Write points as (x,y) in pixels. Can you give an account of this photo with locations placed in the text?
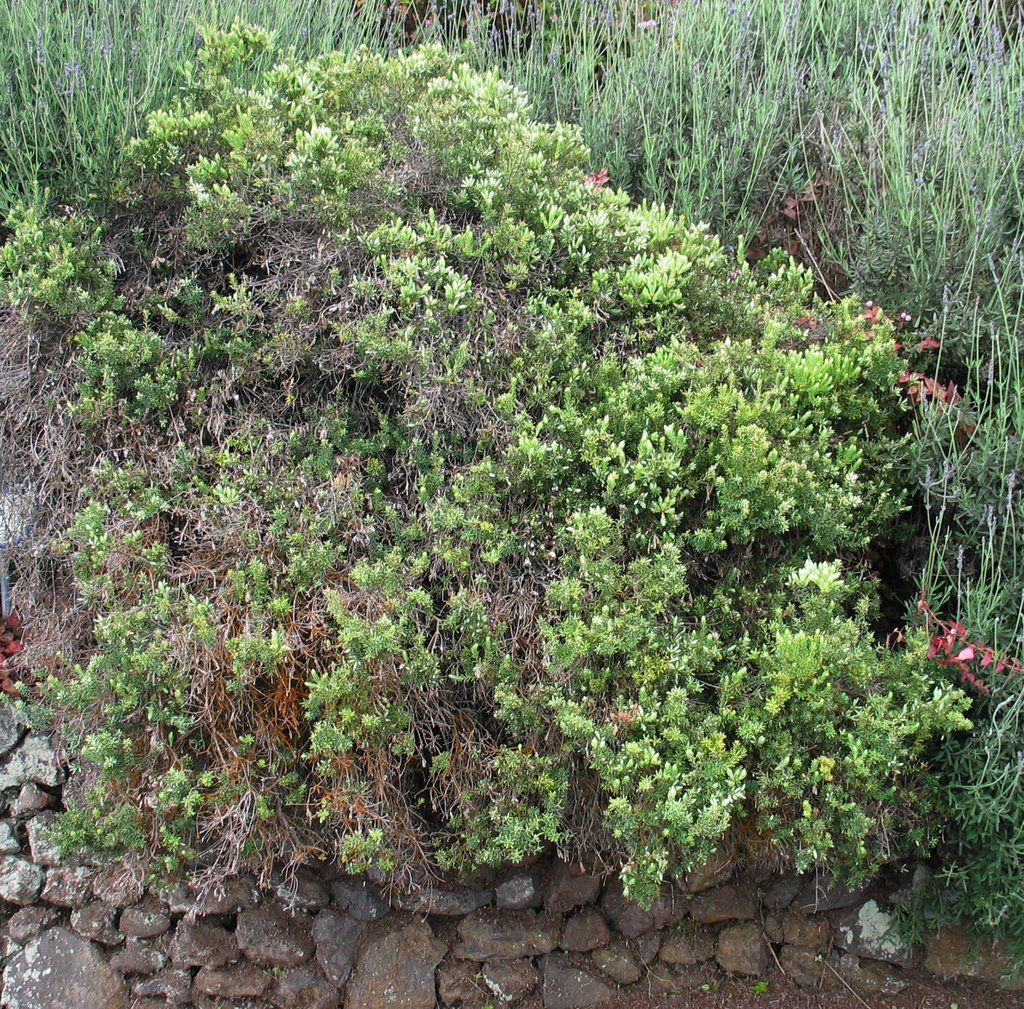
In this image there are plants (488,283), there are stones (197,943).
